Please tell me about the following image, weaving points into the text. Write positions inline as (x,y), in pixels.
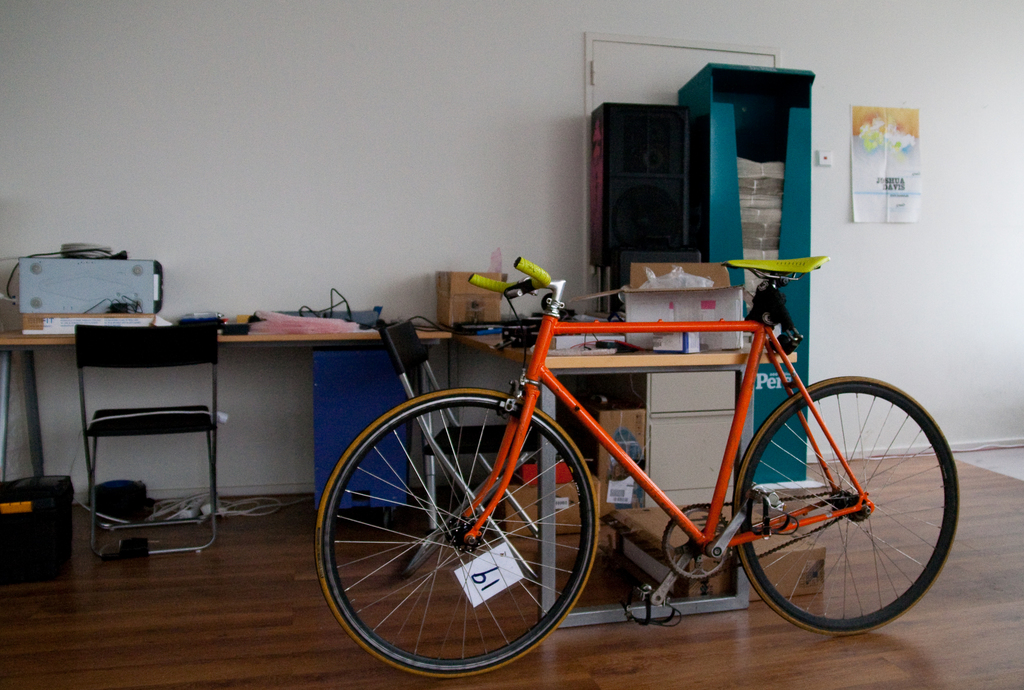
we can find a bicycle (619,447), beside the bicycle (738,438) there was table (649,367), near the table (631,353) there was chair (178,335), on the table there are different items (55,319) such as books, box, cardboard boxes (470,309) and down the table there was a cable wire (249,513). Beside the table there was a wall (501,167), near the wall (845,185) there was a poster (895,188).
